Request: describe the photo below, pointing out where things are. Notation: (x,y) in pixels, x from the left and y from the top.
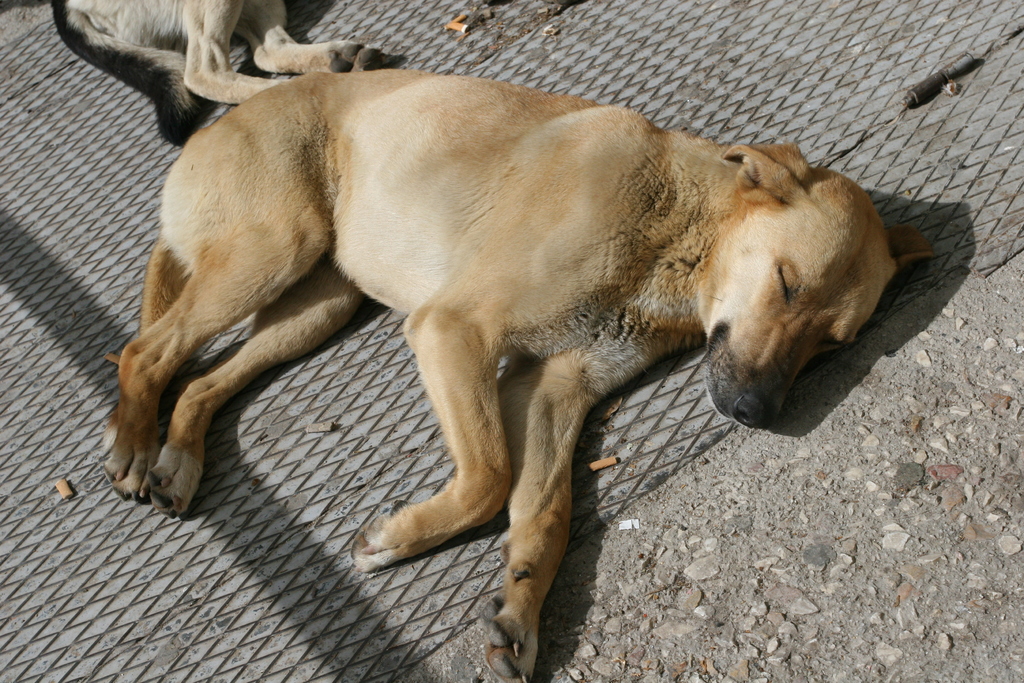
In this image there is a dog (325,262) sleeping on the mat (391,429) which is on the ground (697,509). At the top (184,41) there is another dog (179,43) which is also sleeping on the mat (56,83).
